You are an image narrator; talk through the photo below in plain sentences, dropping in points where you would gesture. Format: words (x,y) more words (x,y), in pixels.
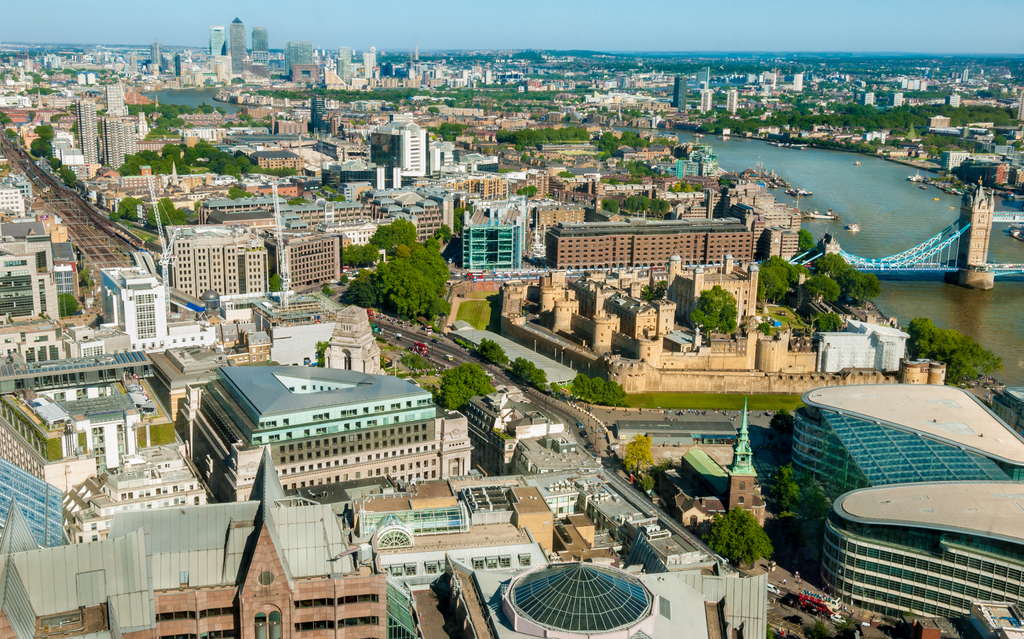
This image is taken outdoors. At the top of the image (306,27) there is the sky (832,39). In the middle of the image (453,414) there are many buildings (492,465), houses (704,147) and architectures (233,54). There are many trees (182,163) and plants (379,256). There are many poles (150,194). There are many roads (551,412). Many vehicles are moving on the roads (476,367) and a few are parked on the roads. On the right side of the image (892,255) there is a bridge (942,238). There is a river (812,171) with water (902,240) and there are few boats (909,175) on the river (869,159).
